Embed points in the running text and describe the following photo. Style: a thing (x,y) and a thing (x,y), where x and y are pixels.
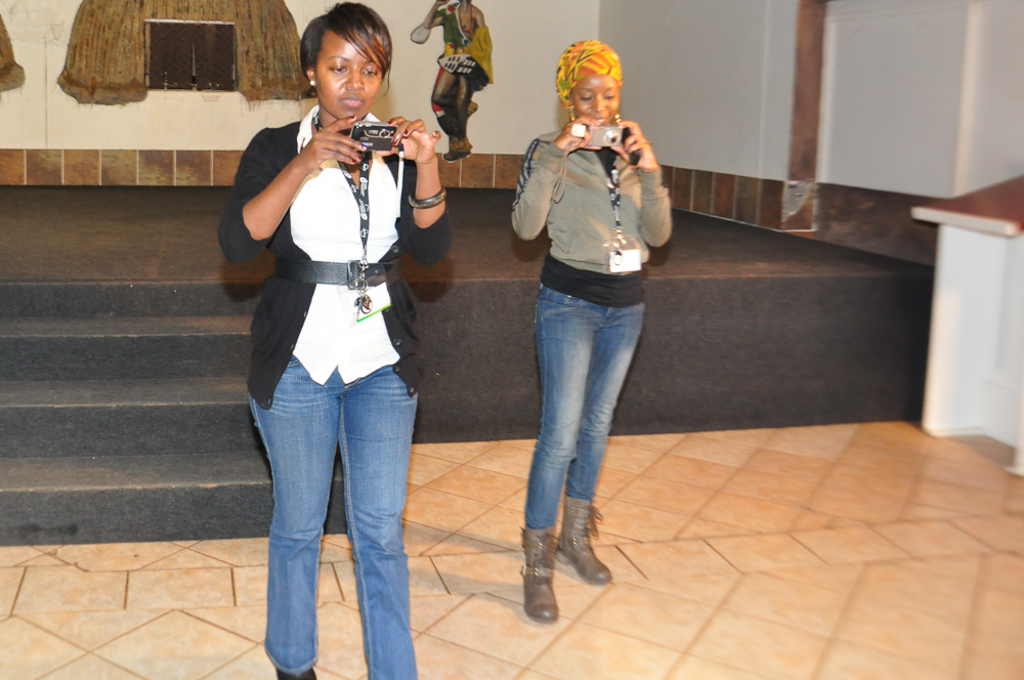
In this picture we can see there are two women (551,238) standing on the floor (486,535) and the woman (390,190) holding some objects (608,145). Behind the women (331,250) there is the stage (166,266) and there are some decorative objects (459,48) on the wall (499,54).
